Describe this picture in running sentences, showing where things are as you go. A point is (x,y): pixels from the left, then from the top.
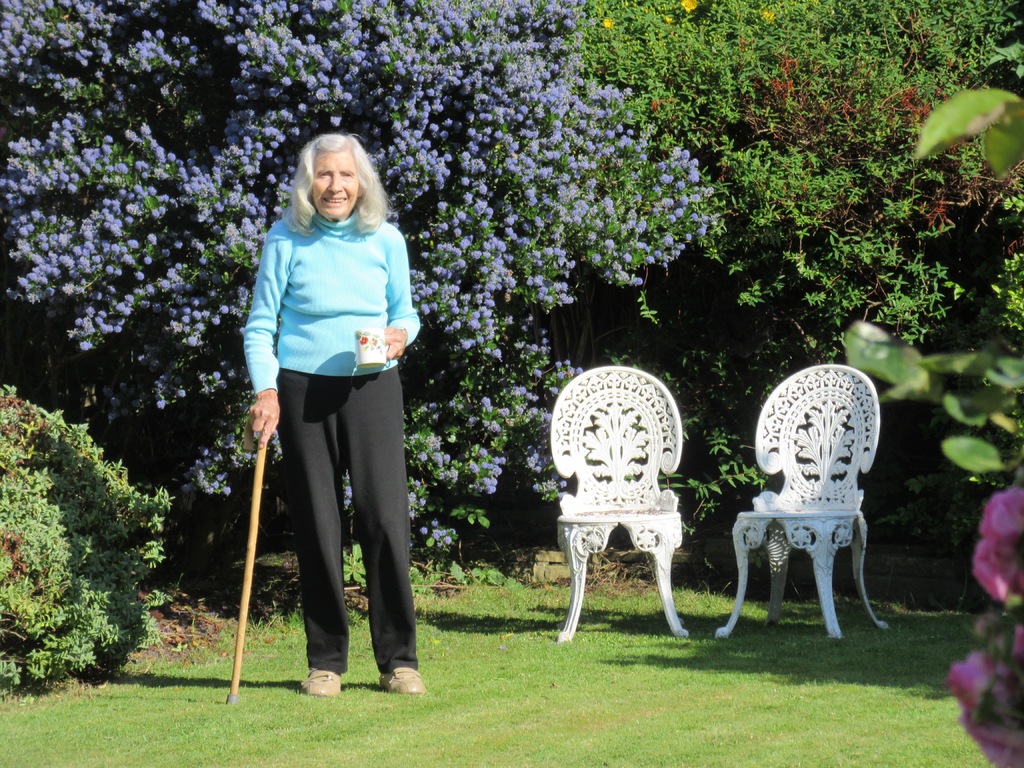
In this picture there is an old lady (340,356) on the left side of the image (336,331), by holding a cup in her hand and there are two chairs (595,482) on the right side of the image (717,615), there is grass land (94,689) at the bottom side of the image (73,749) and there are trees (637,170) in the center of the image (664,319).
